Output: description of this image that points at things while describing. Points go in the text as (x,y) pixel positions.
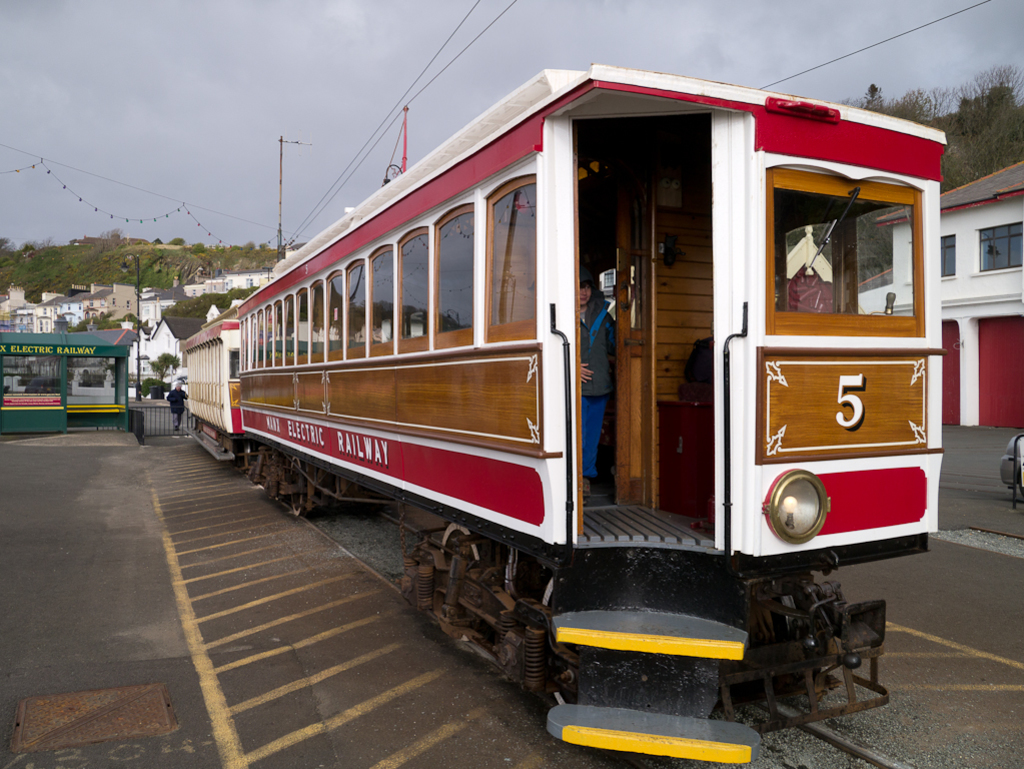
In this image I can see the ground (171,602), a train (423,381) which is brown, red and white in color on the ground (142,598) and few persons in the train (480,355). In the background (101,326) I can see few trees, few buildings (160,330), few wires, few poles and the sky (343,104).
